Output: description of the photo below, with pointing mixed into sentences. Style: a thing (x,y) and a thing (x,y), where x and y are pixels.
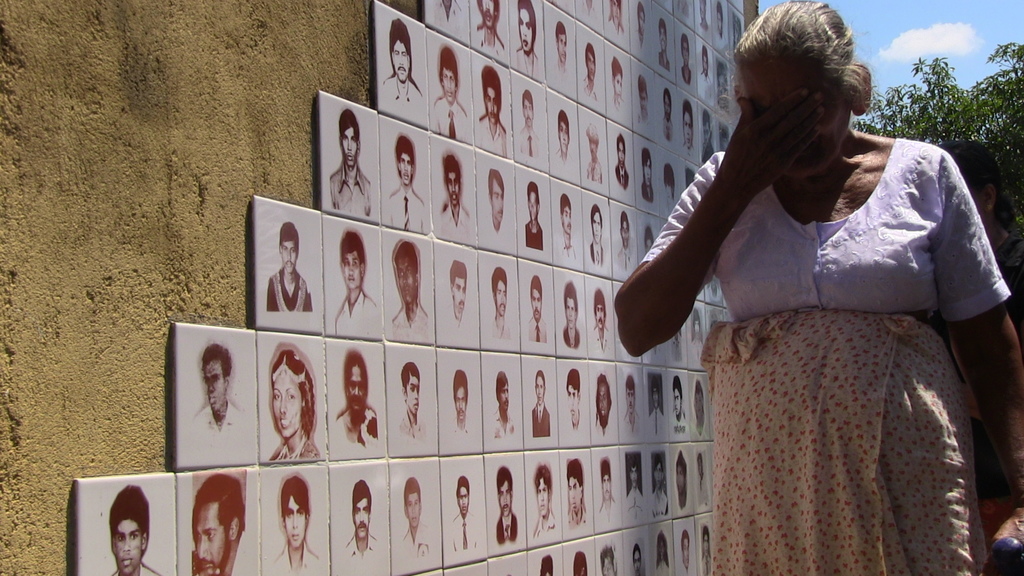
In the foreground of this image (908,414), there is an old woman (875,548) on the right (872,553). On the left (301,484), there are tiles (423,379) on which there are pictures (456,482) of people (349,427) on the wall (225,209).
